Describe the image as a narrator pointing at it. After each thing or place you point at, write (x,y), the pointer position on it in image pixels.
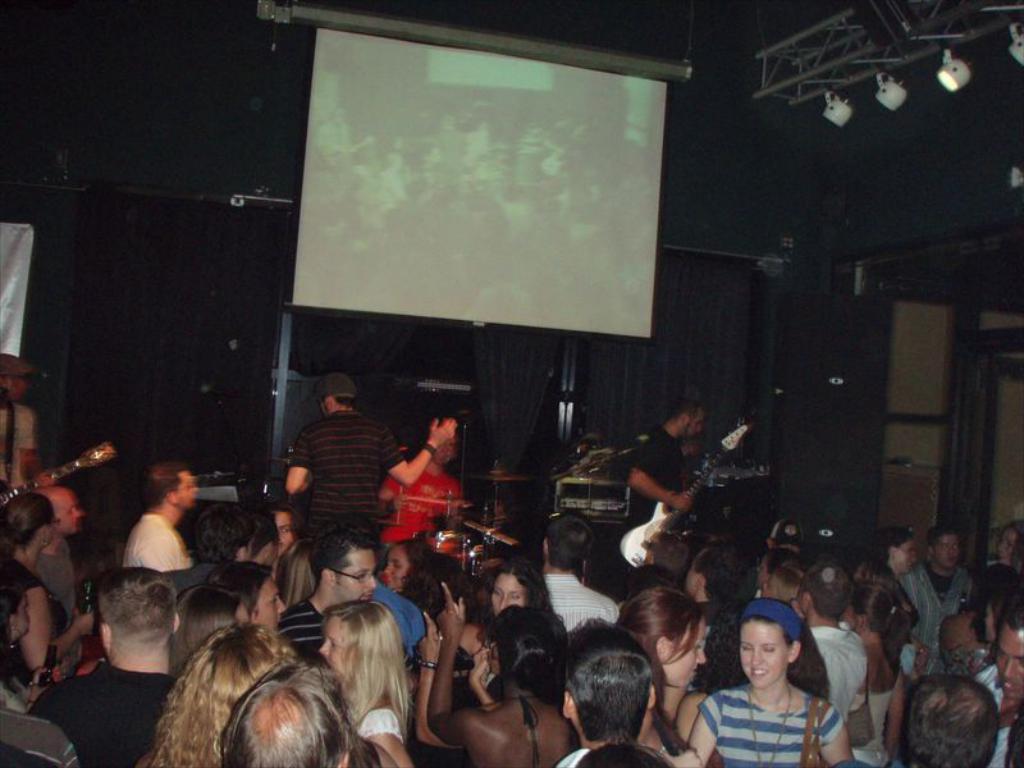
In this image at the bottom (381,583) there are some people (231,649) who are standing, in the center (649,463) there is one person (651,461) who is standing and he is playing a guitar (659,529). Beside him there is another person (433,507) who is playing drums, on the left side (28,447) there is one person (14,430) who is holding a guitar (100,455). And on the top of the image (346,168) there is one screen (554,291) and some lights (836,107), in the background (733,293) there are some doors (955,417) and curtains (749,459).
